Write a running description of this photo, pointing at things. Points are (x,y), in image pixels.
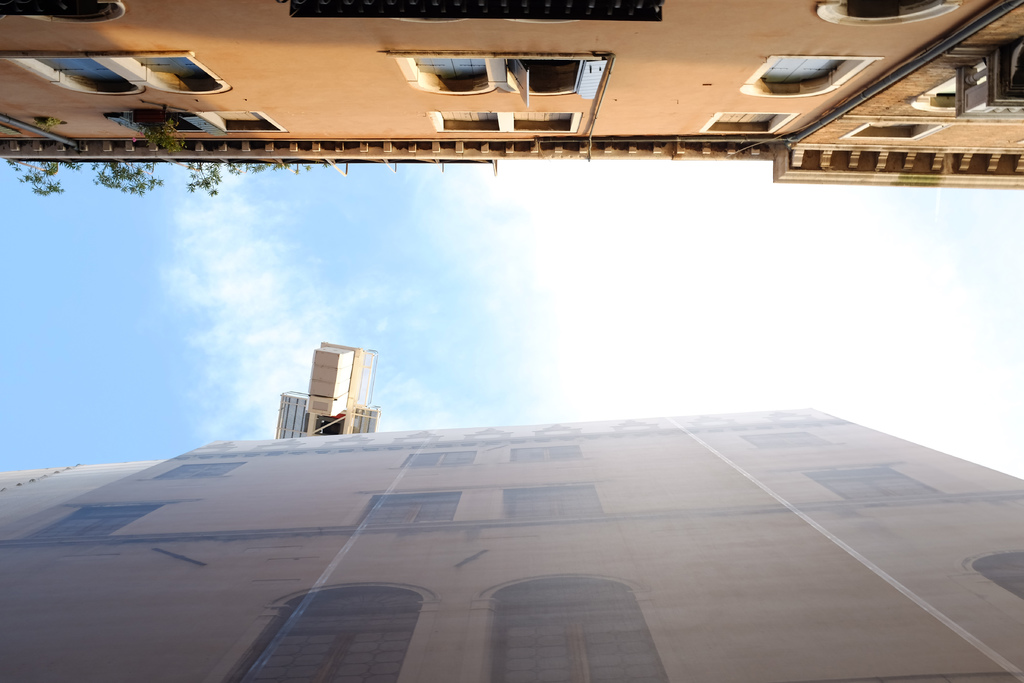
In this image I can see buildings (360,580), plants (114,164) and other objects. In the background (538,303) I can see the sky (510,305).
